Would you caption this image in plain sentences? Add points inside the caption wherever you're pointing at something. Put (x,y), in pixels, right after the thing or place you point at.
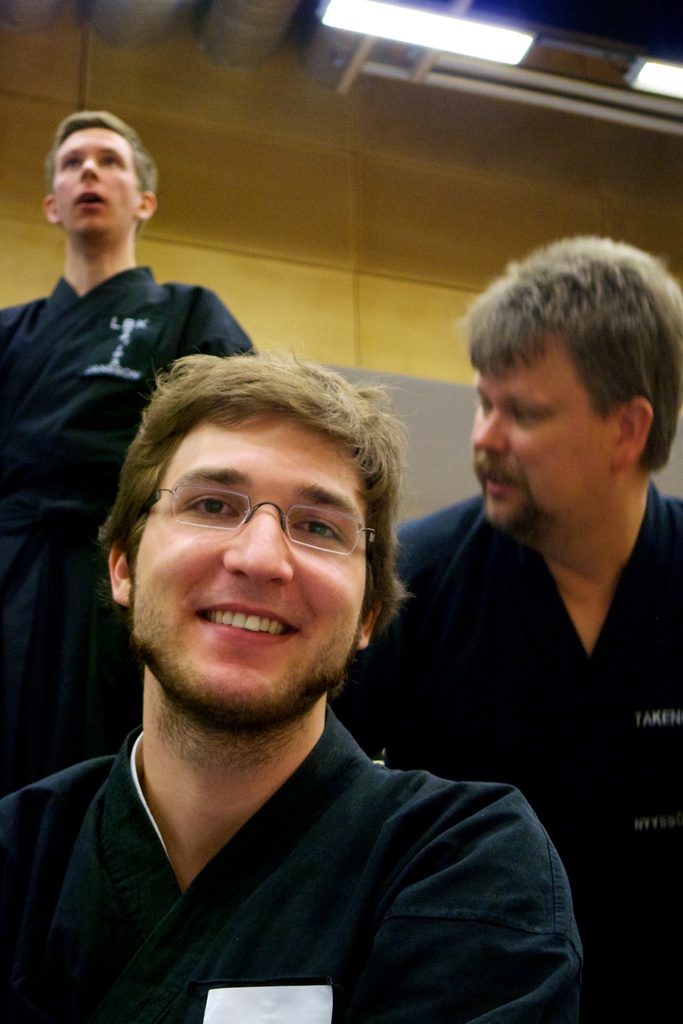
In this image we can see a man (233,575) wearing the glasses (236,514) and smiling. In the background (129,371) we can see two persons (490,392). We can also see the wall (330,103) and also the lights (367,15) attached to the ceiling (645,53).
